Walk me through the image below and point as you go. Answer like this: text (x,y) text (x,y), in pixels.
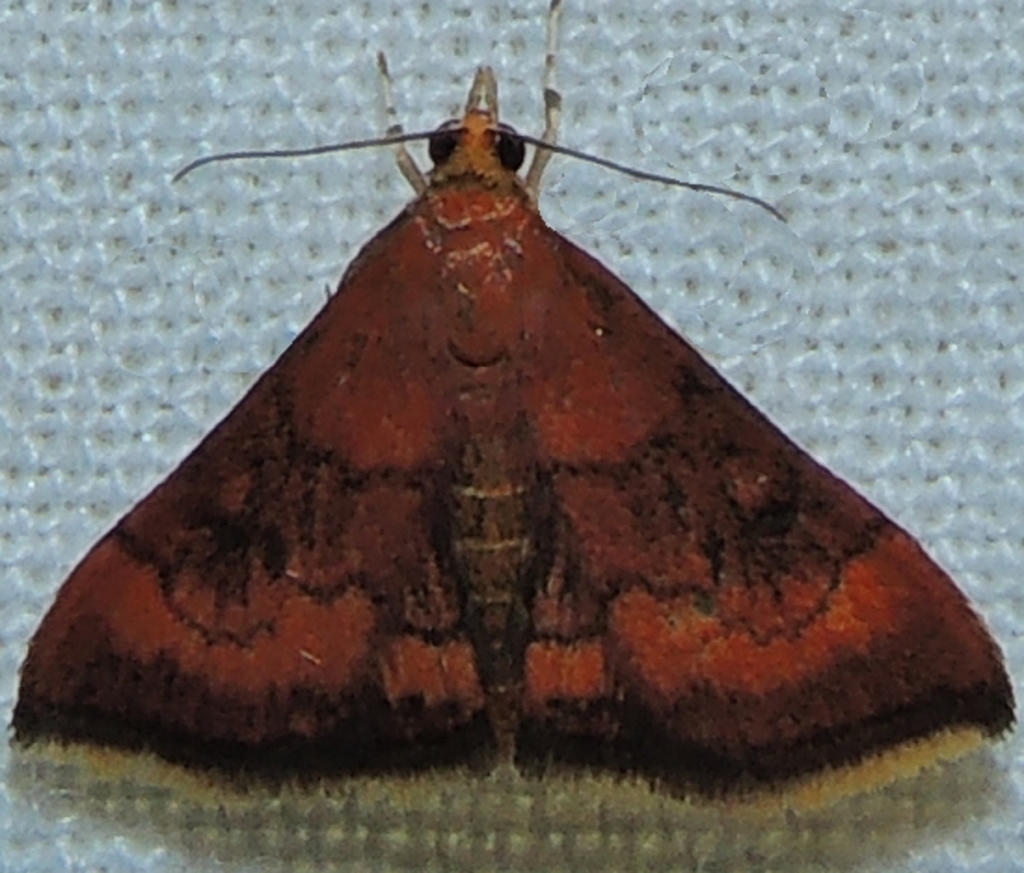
This picture contains an insect (510,635). It is in red color. In the background (843,217), it is white in color.
